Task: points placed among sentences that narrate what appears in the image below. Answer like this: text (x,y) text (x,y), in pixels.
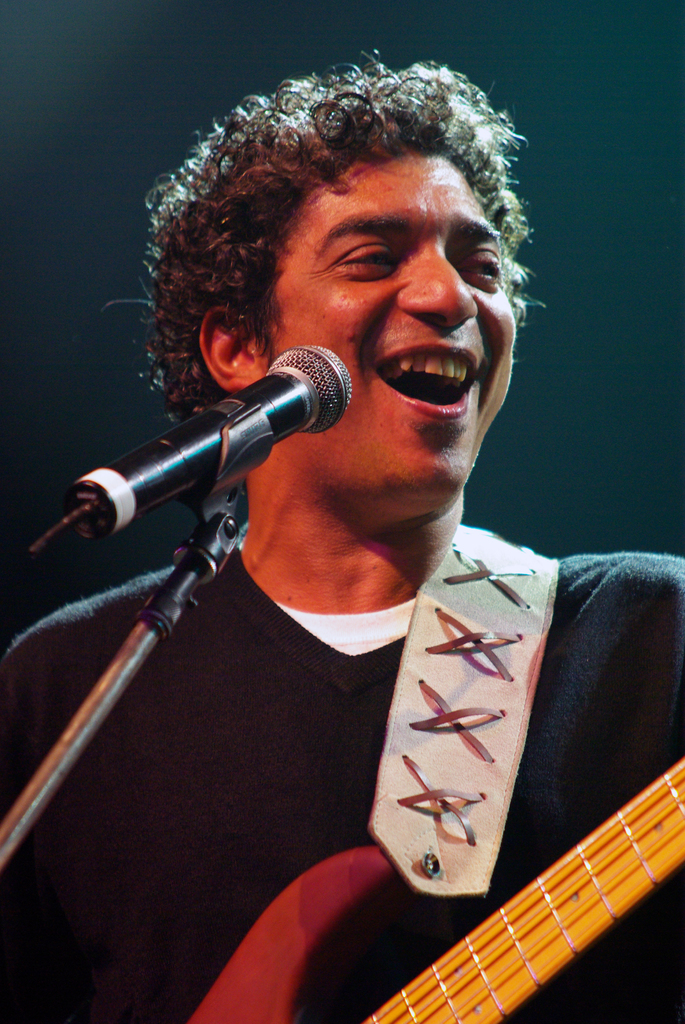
this picture shows a man (351,786) holding a guitar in his hand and we see a smile (436,398) on his face (447,356) and singing with the help of a microphone (287,379).
